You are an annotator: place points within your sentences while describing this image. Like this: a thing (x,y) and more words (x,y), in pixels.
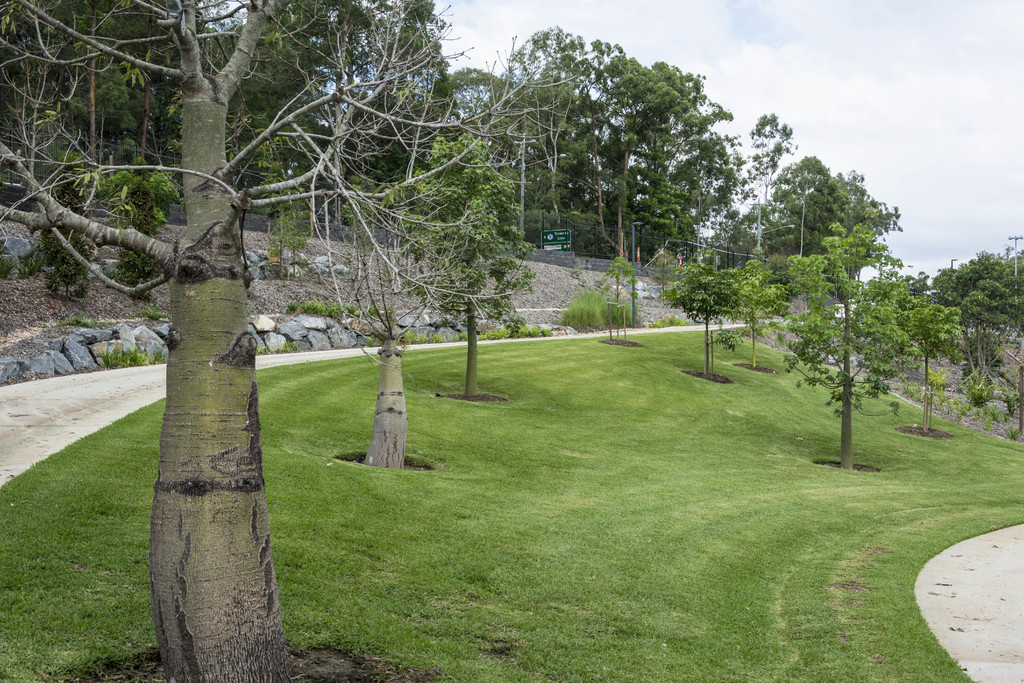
Here we can see trees (506,299) and grass (682,528) on the ground (426,456) and on the left (122,406) and right we can see path (66,428). In the background (548,150) there are trees (548,150), poles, stones (8,371), hoarding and clouds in the sky (469,58).
